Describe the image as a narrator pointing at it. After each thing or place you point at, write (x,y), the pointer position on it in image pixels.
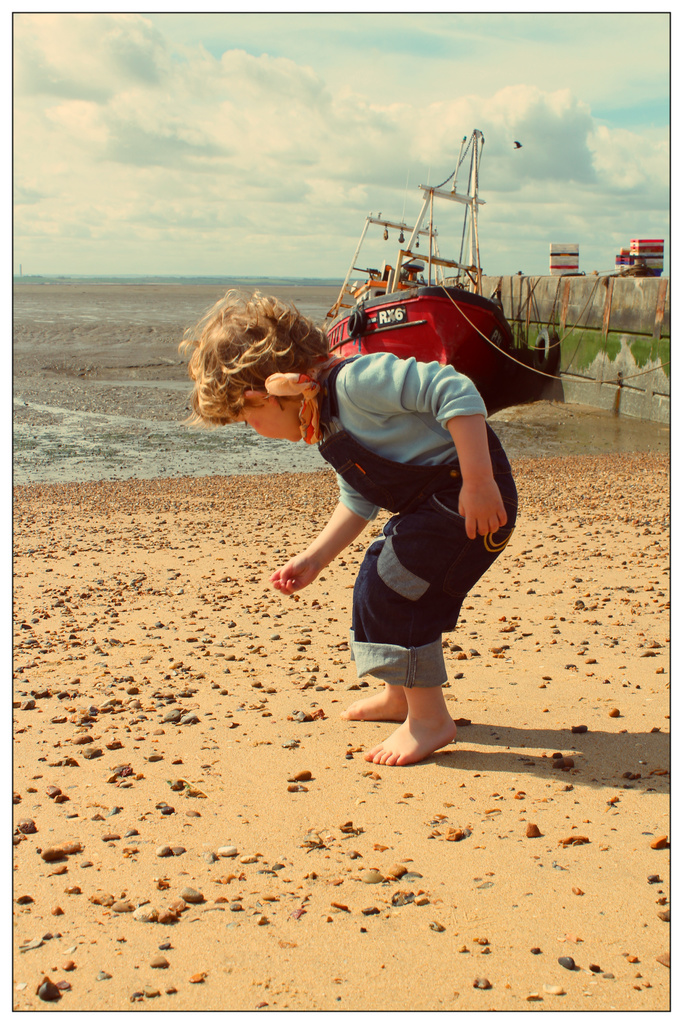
In this image there is a kid (357,523) standing on the ground (373,731). On the ground (391,721) there are so many stones (159,808). In the background (476,315) there is a ship (478,236) in the water (157,321). At the top (229,89) there is the sky (270,83). On the right side (565,321) there is a wall (587,339).
